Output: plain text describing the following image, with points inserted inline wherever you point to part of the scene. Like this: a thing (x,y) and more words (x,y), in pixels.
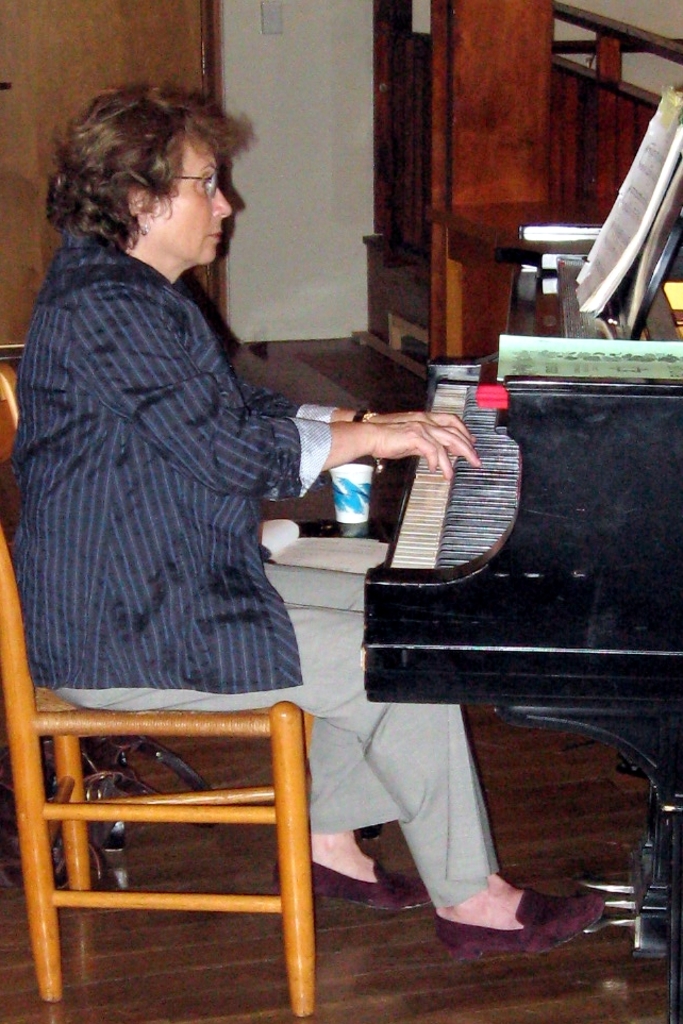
A woman (91,681) is sitting on the chair (131,724) and playing the musical instrument (493,450).
